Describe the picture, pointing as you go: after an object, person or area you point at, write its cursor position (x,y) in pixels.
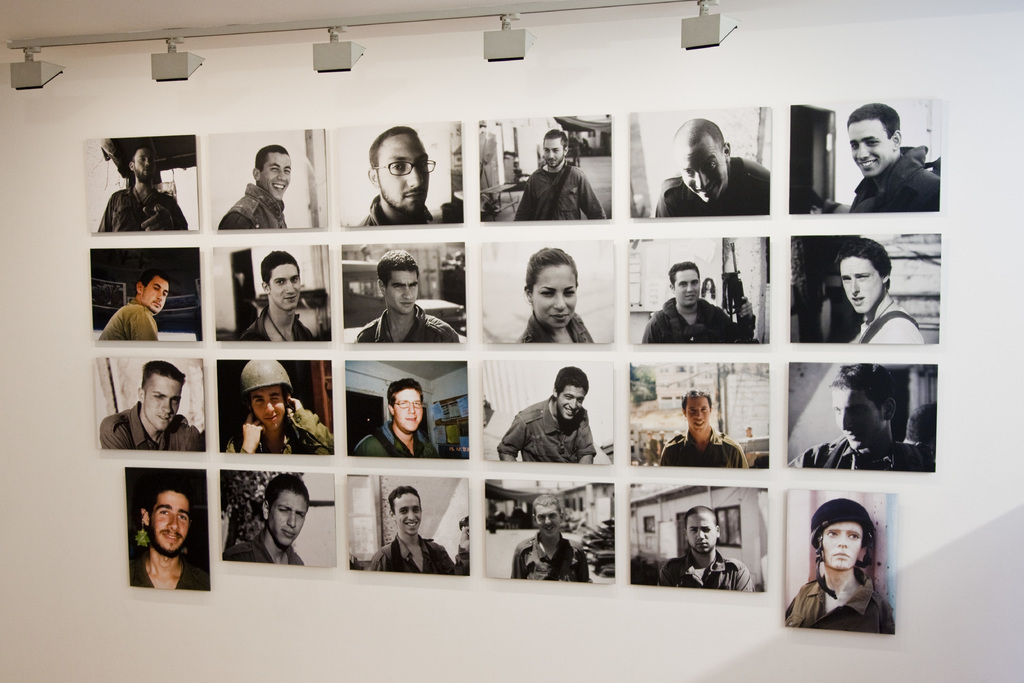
There is a wall (34,155). On that there are photo frames (574,333) of different people (697,270). At the top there are lights (506,20).
